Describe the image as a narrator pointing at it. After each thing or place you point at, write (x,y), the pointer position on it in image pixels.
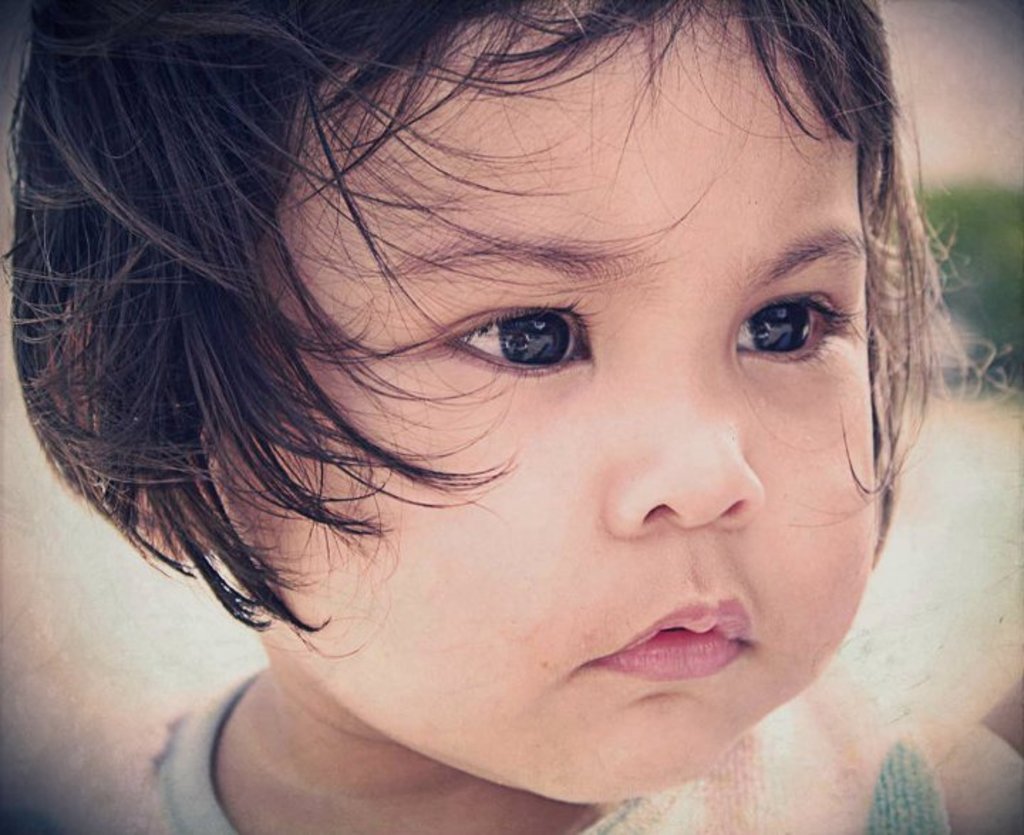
In this image I can see face (398,540) of a baby (710,445) in the front (661,278). On the right side of the image (965,314) I can see a green colour thing (992,277) and I can see this image is blurry in the background (958,562).
